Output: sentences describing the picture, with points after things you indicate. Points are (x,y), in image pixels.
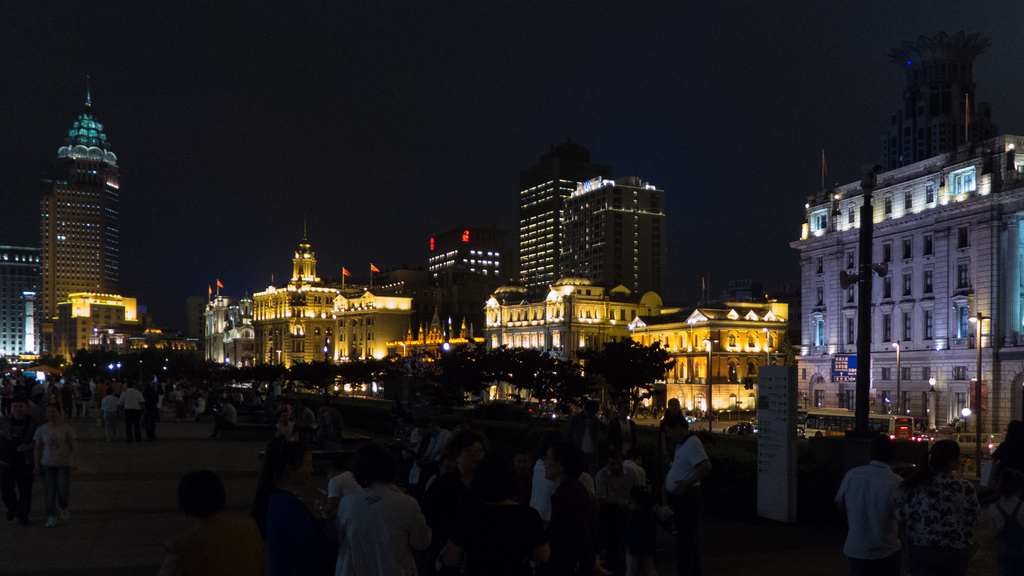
In this image I can see a night view and I can see buildings (92,286), the sky (157,83), trees (264,371) and persons (889,488).
